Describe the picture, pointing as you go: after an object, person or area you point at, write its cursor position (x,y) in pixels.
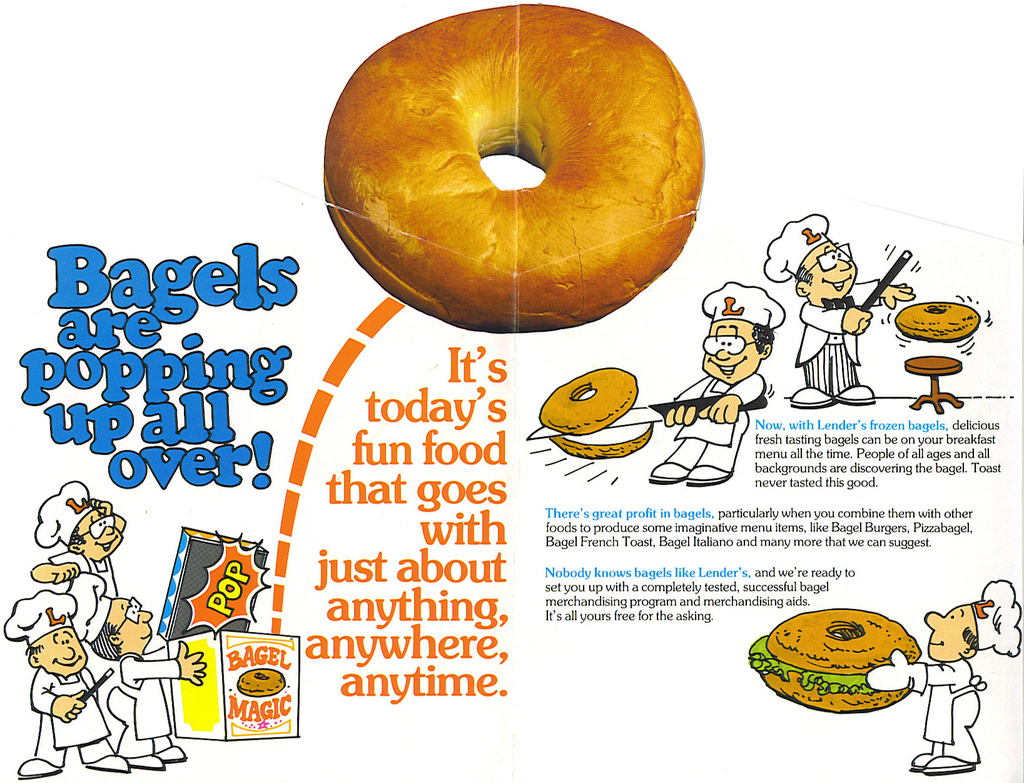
This is a poster. Here we can see a bagel (563,246) and animated pictures (713,375).
